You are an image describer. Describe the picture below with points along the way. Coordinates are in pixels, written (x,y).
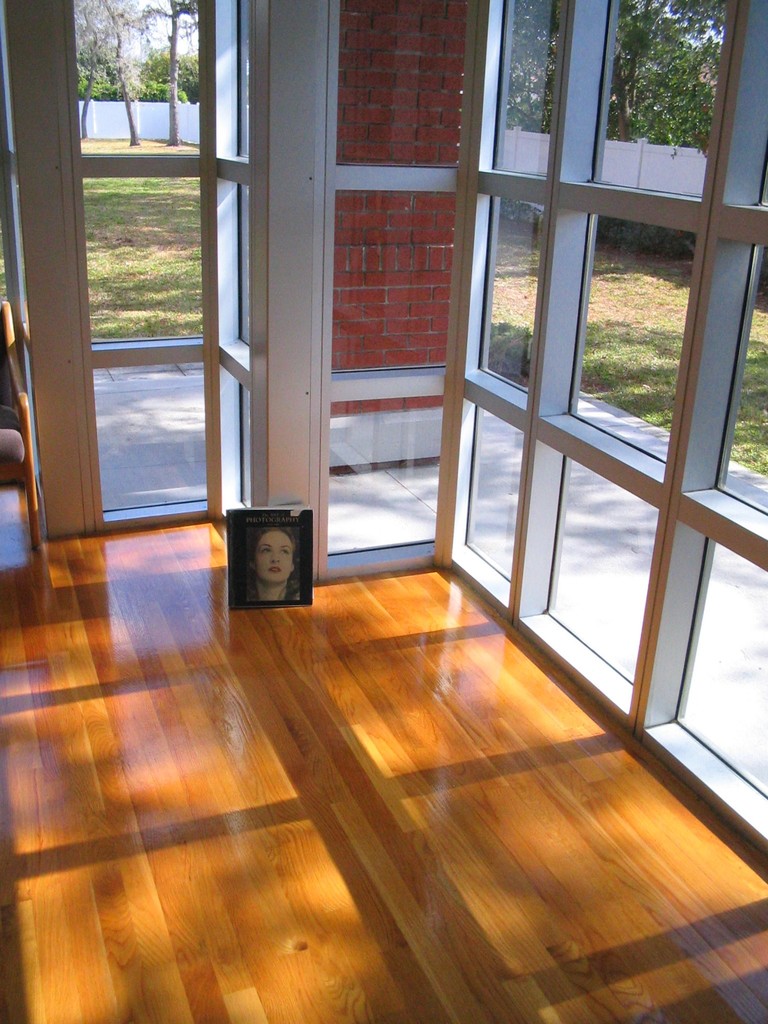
At the bottom portion of the picture (283,844) we can see a book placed on a wooden platform (350,674). In this picture we can see the glass windows (495,264). Through the glass windows (602,261) we can see the brick wall (428,251), green grass (516,253), trees (121,94) and the compound wall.
